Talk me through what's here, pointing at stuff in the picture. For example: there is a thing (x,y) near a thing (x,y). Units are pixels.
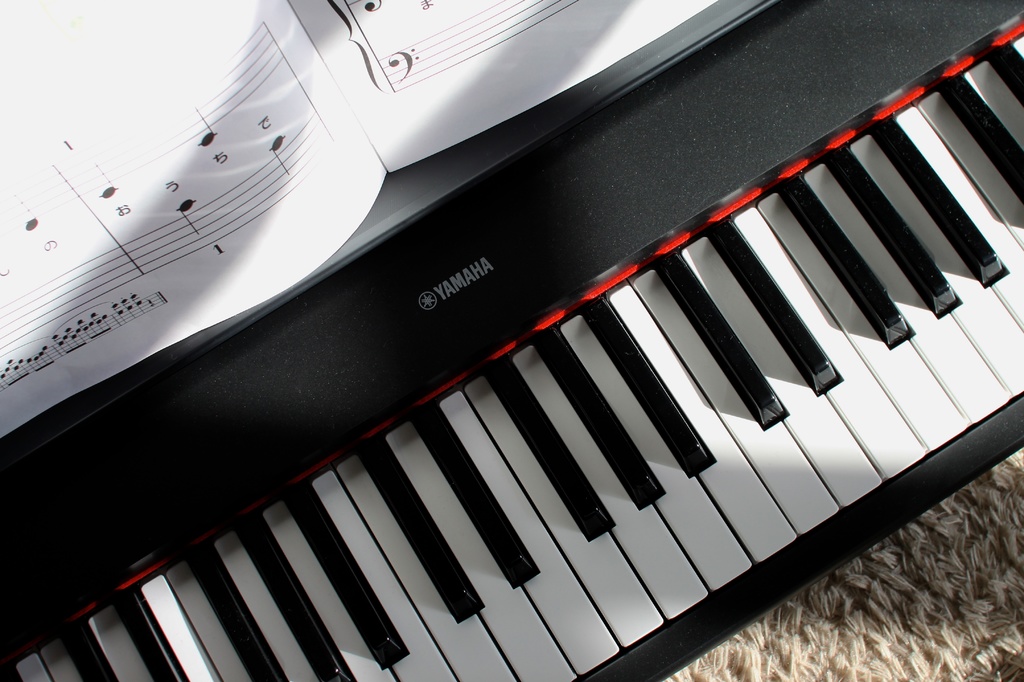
This image consists of a keyboard (727,458). It has white keys (678,493) and black keys (746,405) and Yamaha is written on it. There is a paper (353,176) on the keyboard (385,208).
